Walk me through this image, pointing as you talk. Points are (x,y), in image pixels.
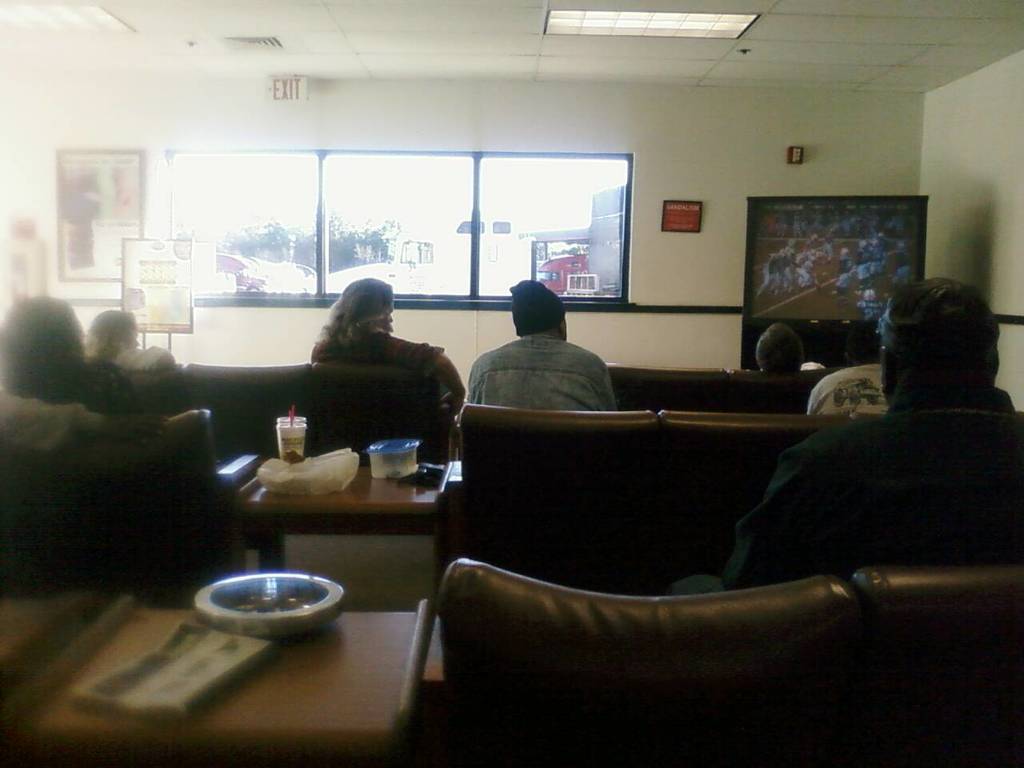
There is a room (588,736) which has ceiling (417,42) on the top (419,66) and a window (376,223) in front of it. There are people (368,318) sitting on sofa (634,464) and there is a table (346,496) on which we have cup (292,445), box (391,469) and a cover (298,465). There is a banner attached to the wall (753,171). A man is sitting on a sofa (724,444) with a cap (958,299) on his head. There is a book (124,680) on the table (96,663) and bowl (246,636) beside it There is a exit board (284,91) on the top (286,89).
